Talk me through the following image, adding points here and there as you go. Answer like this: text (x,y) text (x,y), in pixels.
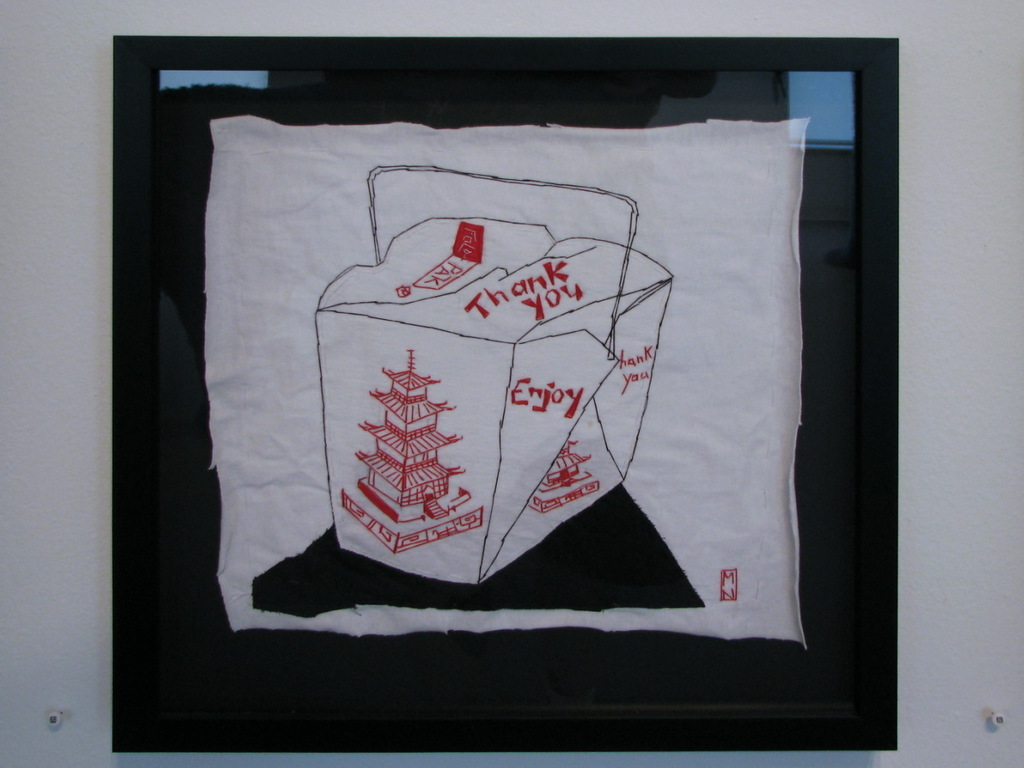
In the image there is a white wall (106,686) with the black frame (120,712). Inside the frame (241,649) there is a white cloth (589,610) with a painting (432,389) on it. On the painting (541,318) there is something written on it.
